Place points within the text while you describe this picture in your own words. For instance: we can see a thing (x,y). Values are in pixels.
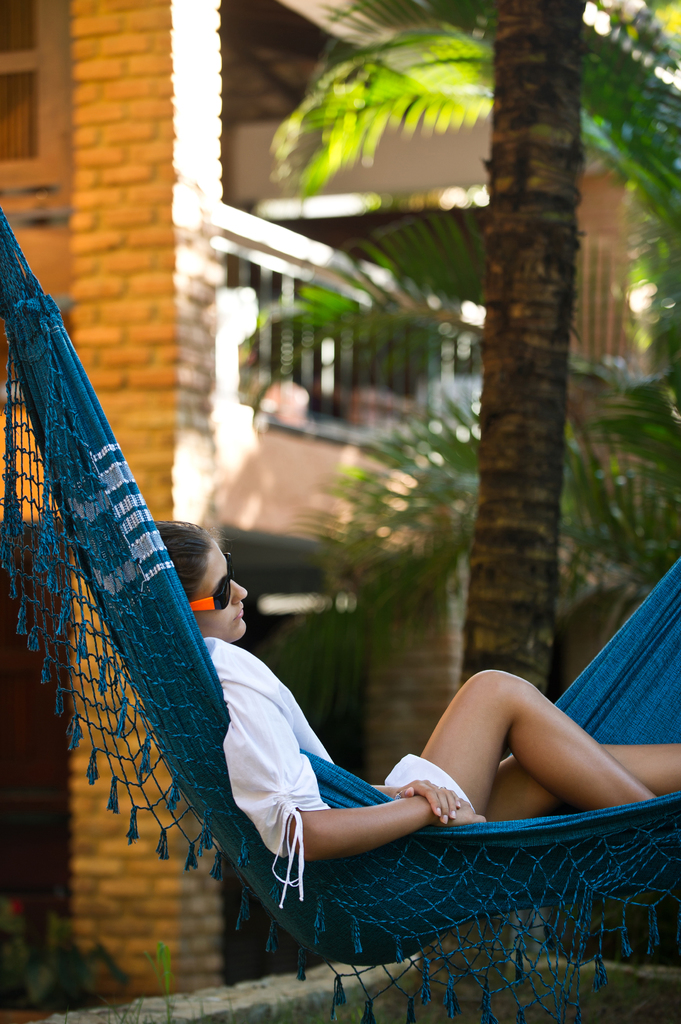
In the center of the picture (235,605) there is a woman (501,739) in a swing (673,729). In the background (546,461) there are trees (540,321) and building (135,989). At the bottom (597,1010) there is grass (399,1009).
